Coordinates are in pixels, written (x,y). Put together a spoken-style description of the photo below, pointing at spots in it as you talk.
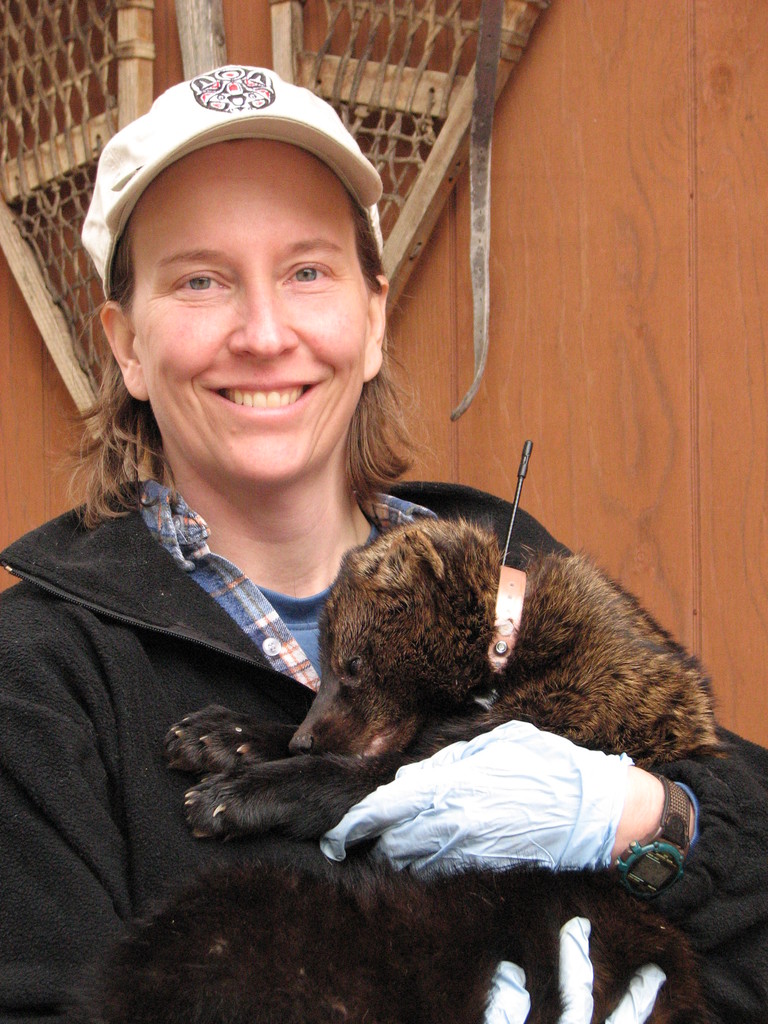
In this picture there is a woman (124,695) wearing a black jacket (173,603) and cap (243,122), holding a fisher (530,912). In the background (254,49) there is a wooden object (422,70) and wall (620,360).
